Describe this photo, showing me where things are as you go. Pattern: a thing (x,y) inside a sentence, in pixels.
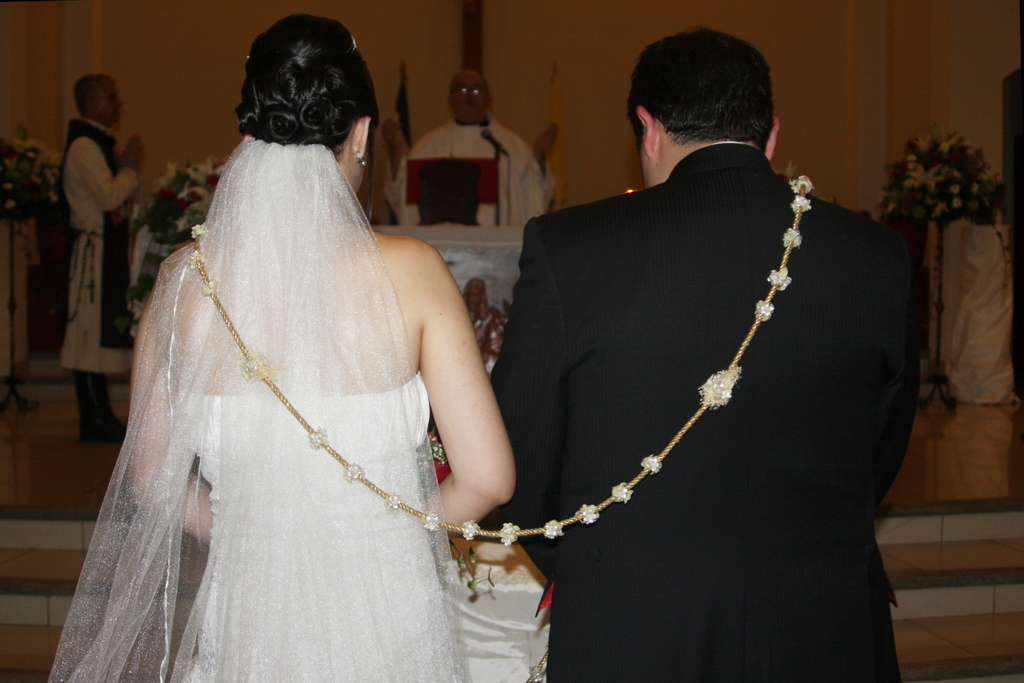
In this image I can see a bride (449,402) and a groom (764,387) facing towards the back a chain (806,199) is combining both of them. I can see two other people (99,131) at the top of the image (103,172), some flower pots (188,209), a mike (492,143) and flags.
